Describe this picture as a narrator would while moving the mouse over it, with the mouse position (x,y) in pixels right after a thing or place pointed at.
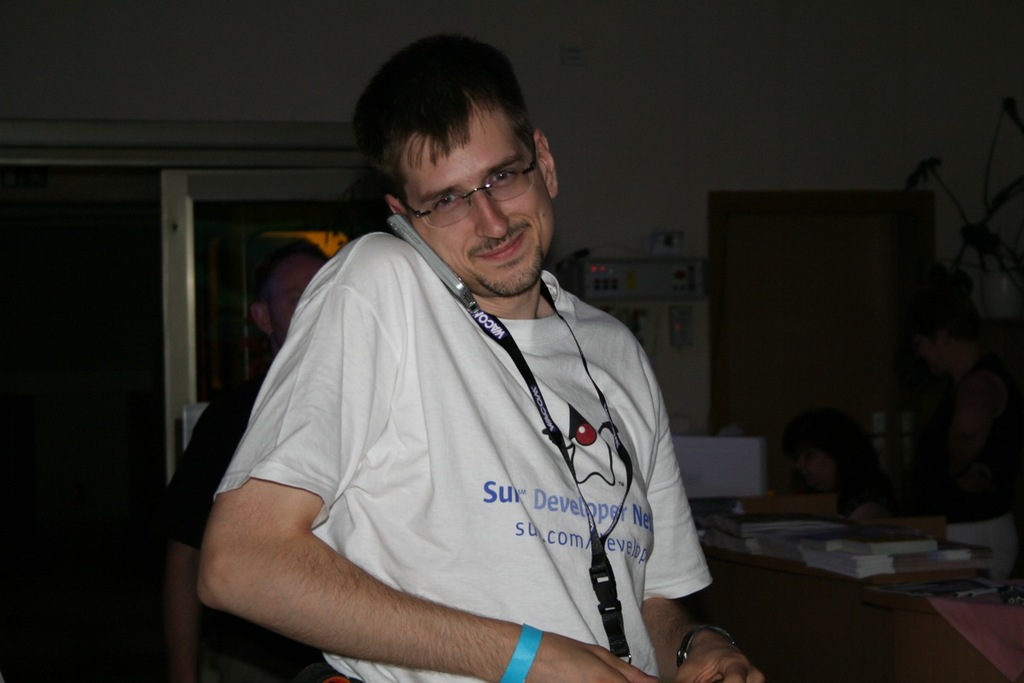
A picture is taken in a room (9,443) where the person (485,398) is standing in the center (481,391) is wearing white shirt (470,442) and an id card (601,555) and holding a phone (425,248), behind him there is another person (231,456) standing and behind the person (200,507) there is a door (203,278) and at the right corner of the picture (963,447) there is one woman (963,447) standing and one woman (842,502) sitting in front of a table (736,563) there are books (834,533) on it and there is wall (818,135) with some switchboards (670,285) and there is an another door (783,378).
